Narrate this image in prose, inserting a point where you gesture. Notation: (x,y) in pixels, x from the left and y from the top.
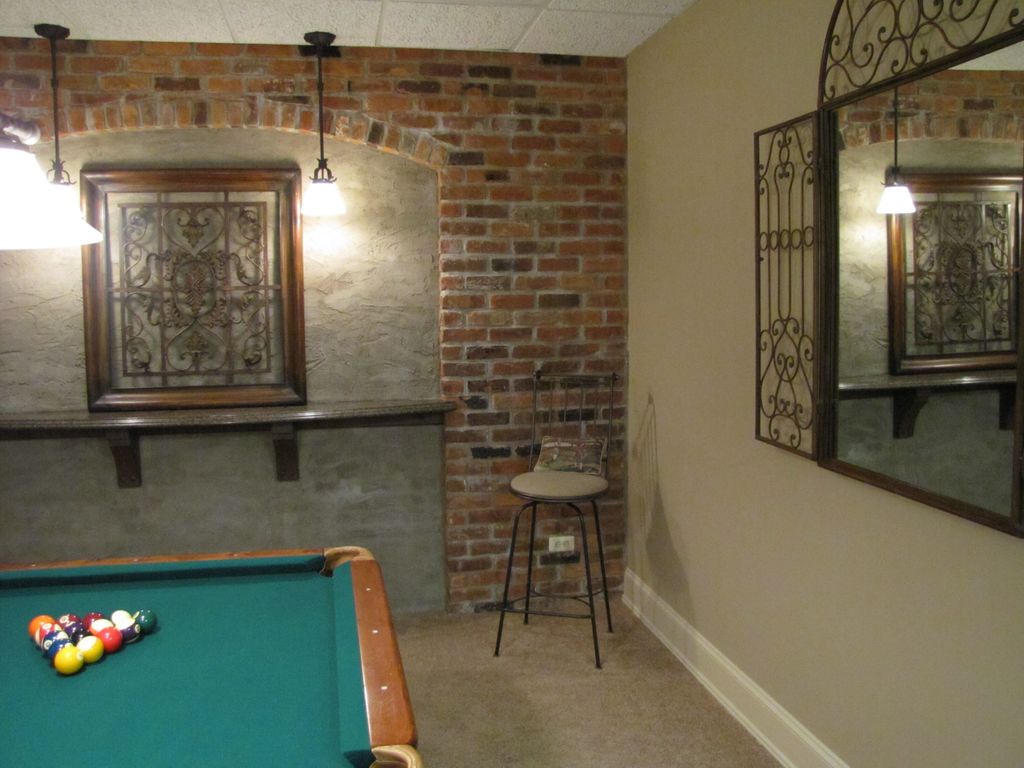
On the background of the picture (527,359) we can see a wall (150,97) with bricks (478,117). This is a chair (592,475). Here we can see a snooker table (142,649) with balls (98,638). These are the lights (70,234). At the right side of the picture (842,290) we can see a mirror (895,304) and here we can see the reflection (884,351).
